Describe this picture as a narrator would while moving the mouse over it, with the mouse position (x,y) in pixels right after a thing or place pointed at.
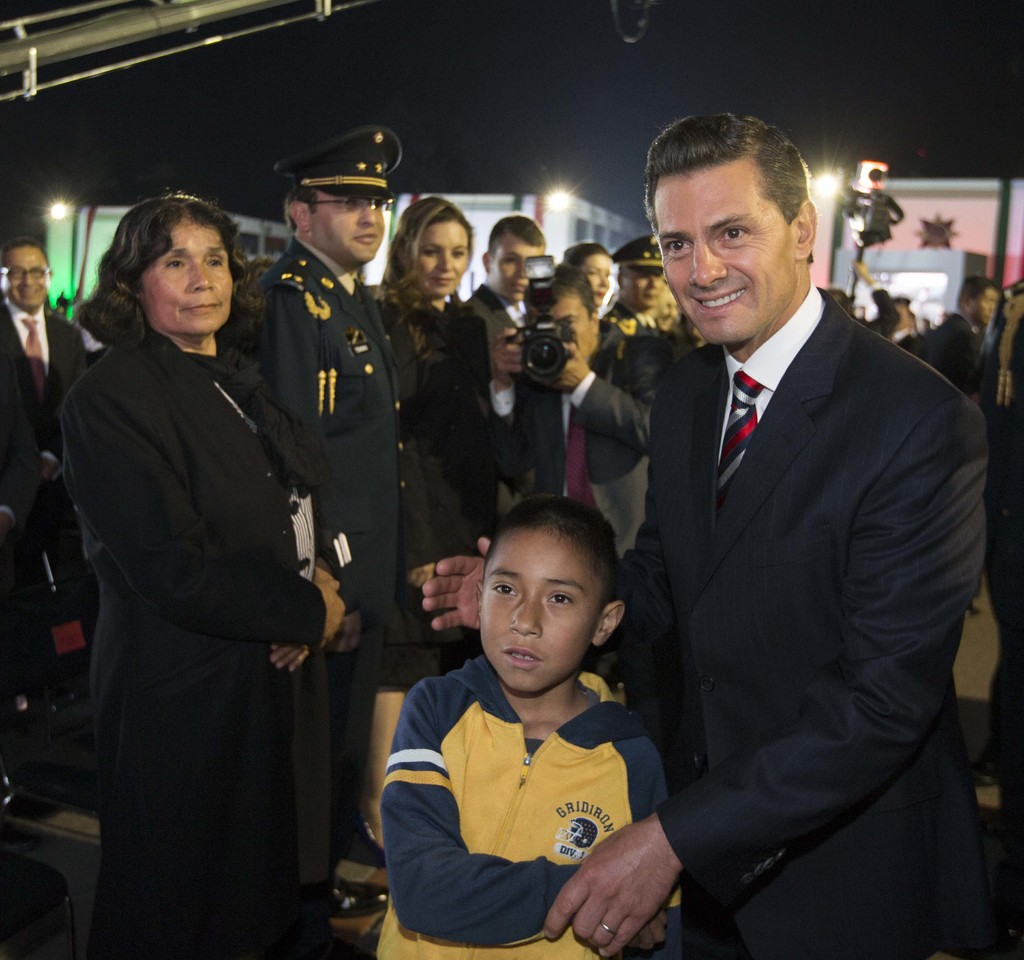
In this image there is a person (820,554) who is wearing the suit (707,566) is holding the hands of the kid (525,746) who is beside him. In the background (569,394) there is a person (573,351) taking the picture with the camera (535,344). Beside him there are few other people (301,365) standing and watching. In the background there are buildings (578,230) with the lights (560,195).
